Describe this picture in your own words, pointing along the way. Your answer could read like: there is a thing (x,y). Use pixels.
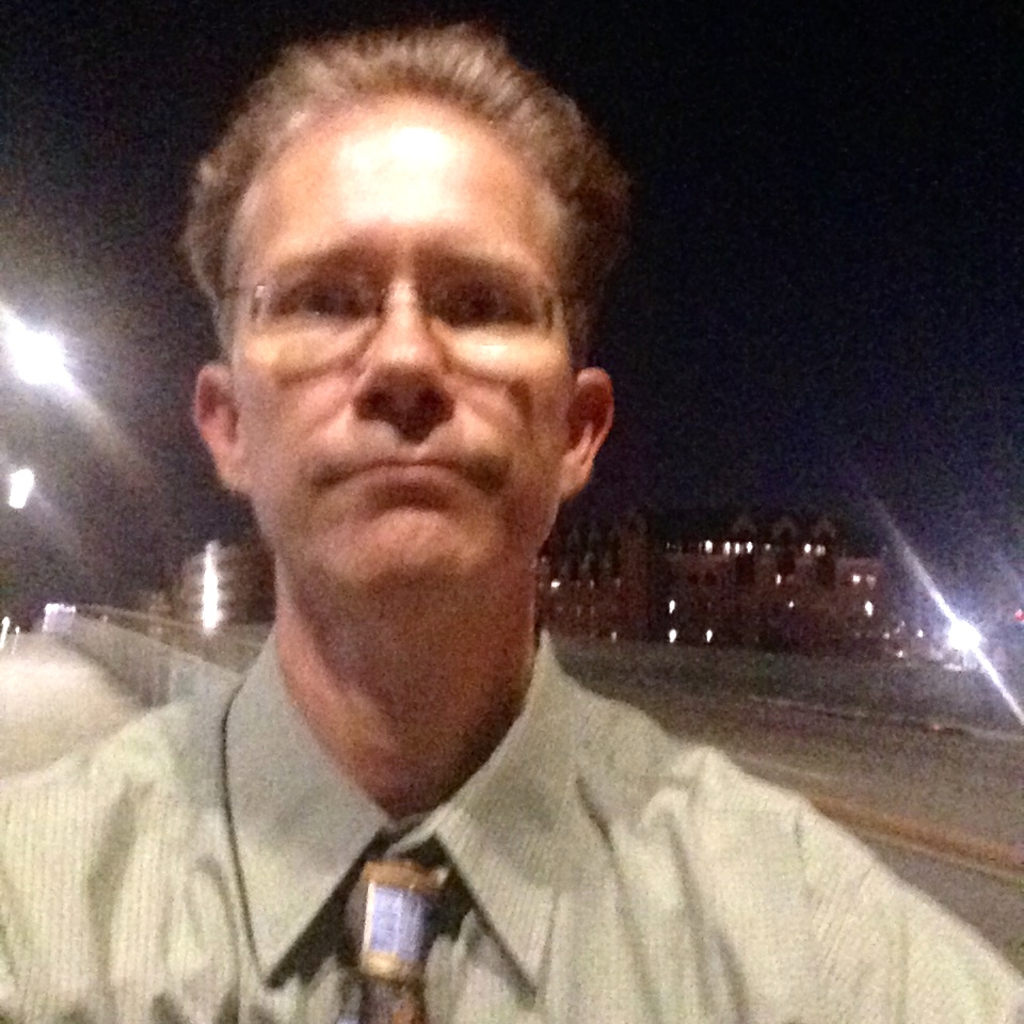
In this image we can see a man (256,665). On the backside (221,670) we can see the pathway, some buildings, a fence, lights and the sky (661,492).
